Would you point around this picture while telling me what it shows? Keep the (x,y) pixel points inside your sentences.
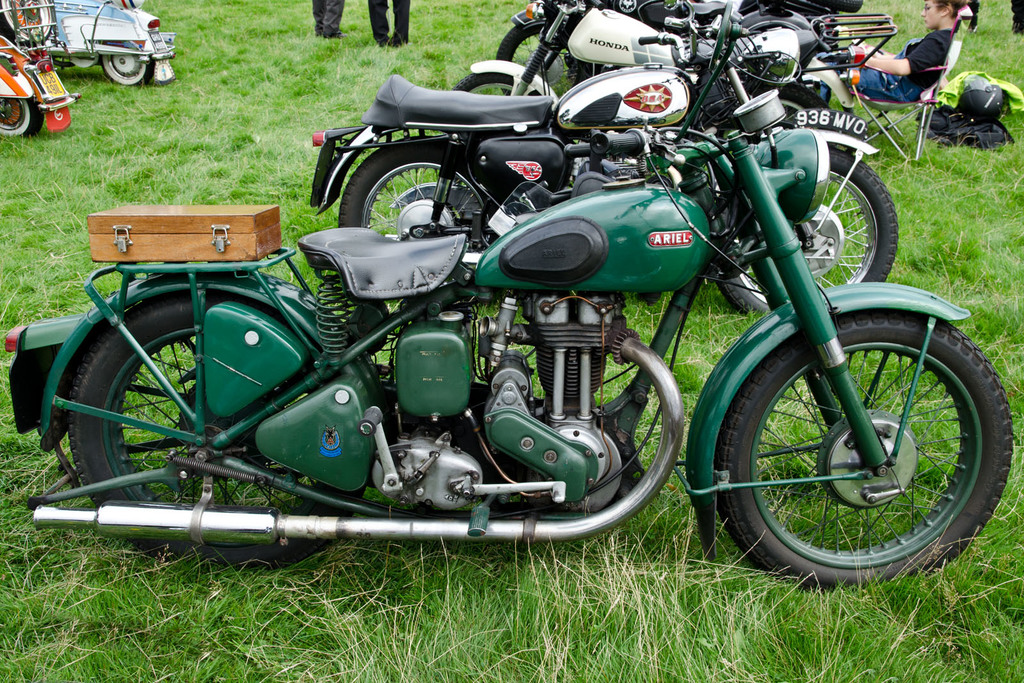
In this image I can see grass ground (528,574) and on it I can see few motorcycles (393,194), a bag (957,130), a black colour helmet (966,112) and a green colour cloth (945,93). I can also see one person (899,73) is sitting on a chair (893,123) and in the background (336,24) I can see few people (377,22) are standing. Here I can see a brown colour box (271,230).
